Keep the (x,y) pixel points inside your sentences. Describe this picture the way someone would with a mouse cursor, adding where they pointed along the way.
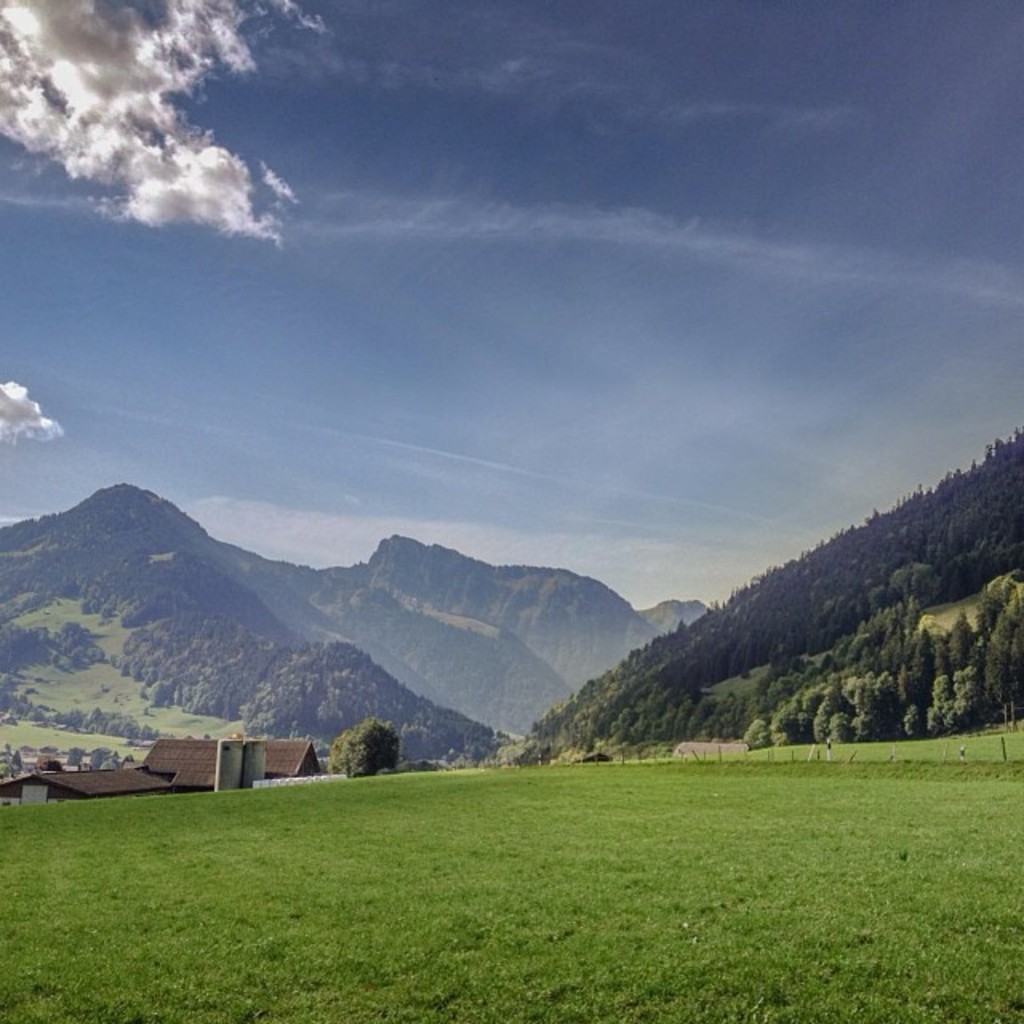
In the image we can see the mountains (515,645), grass (631,826), trees (709,617) and the cloudy sky (294,295). We can even see the house (105,781).
